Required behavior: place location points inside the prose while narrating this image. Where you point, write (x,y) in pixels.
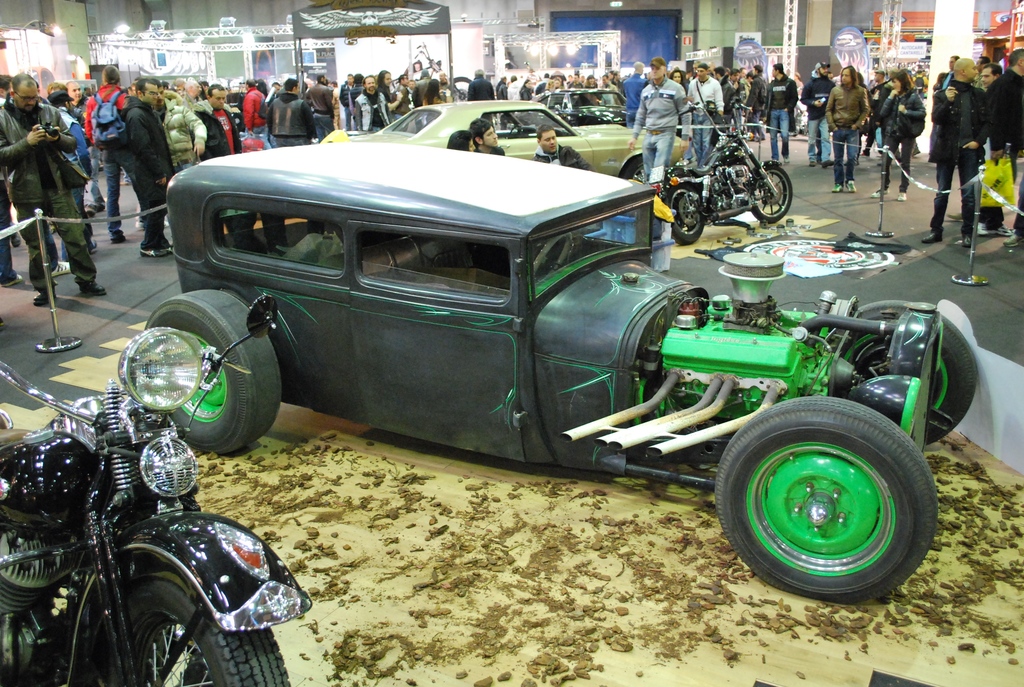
In this image we can see some cars (462,429) and motorbikes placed on the surface (547,478) around the fence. We can also see some people (249,107) around it. On the backside (251,37) we can see some ceiling lights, pole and a board (334,31).
